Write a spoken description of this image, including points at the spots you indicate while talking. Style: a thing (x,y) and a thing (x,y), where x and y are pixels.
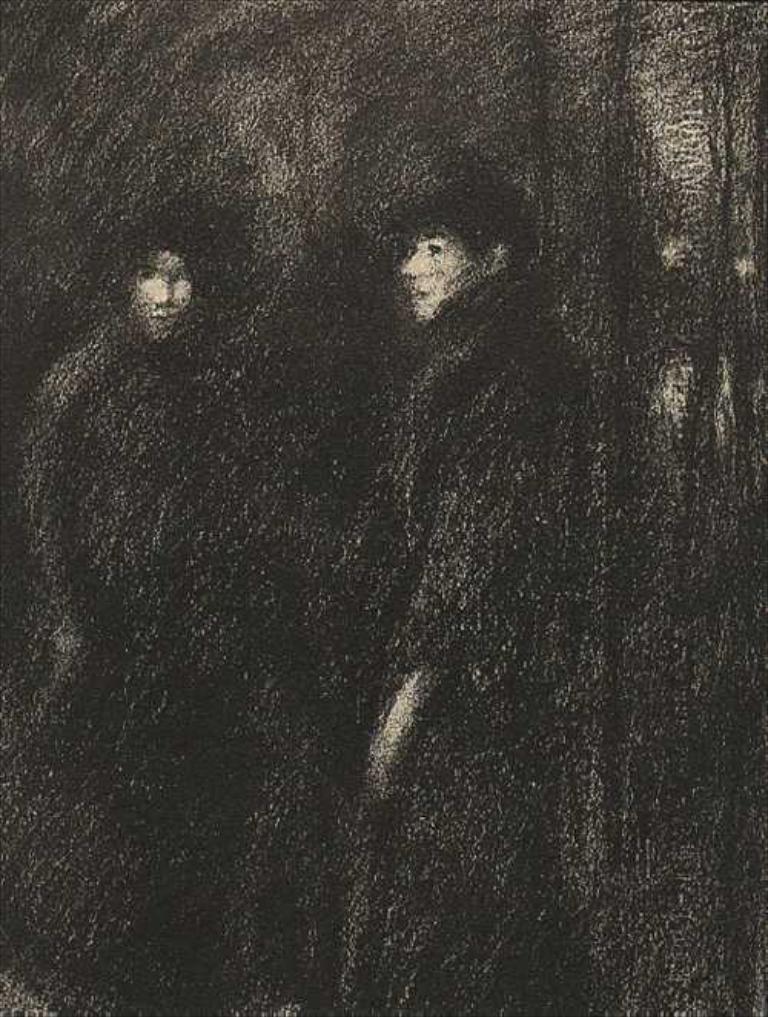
This picture is consists of a sketch (387,259) in the image.
